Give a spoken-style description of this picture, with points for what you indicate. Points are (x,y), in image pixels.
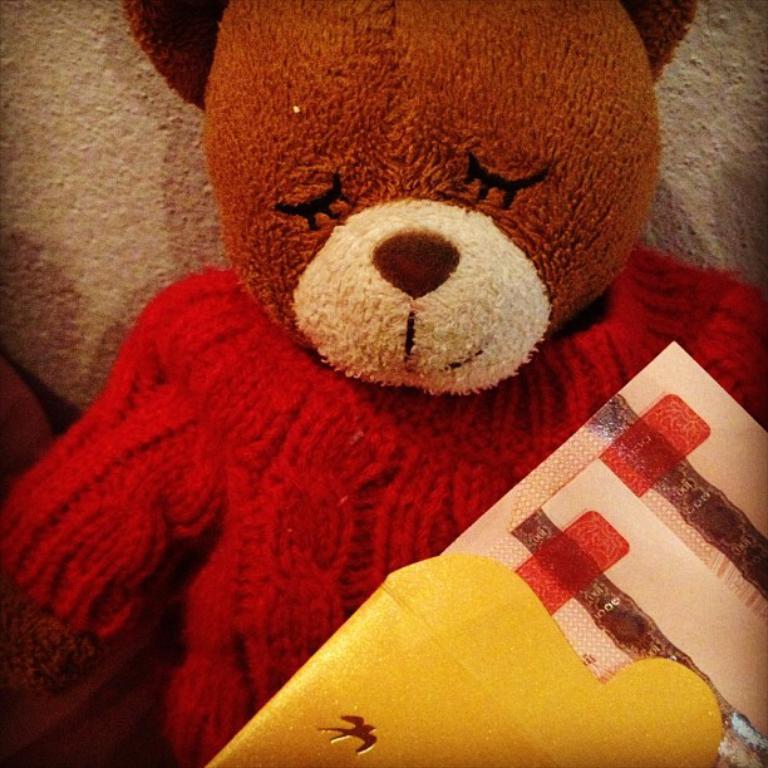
In this image there is a teddy bear (317,261). In front of the teddy bear (467,520) there is some object (684,663).
